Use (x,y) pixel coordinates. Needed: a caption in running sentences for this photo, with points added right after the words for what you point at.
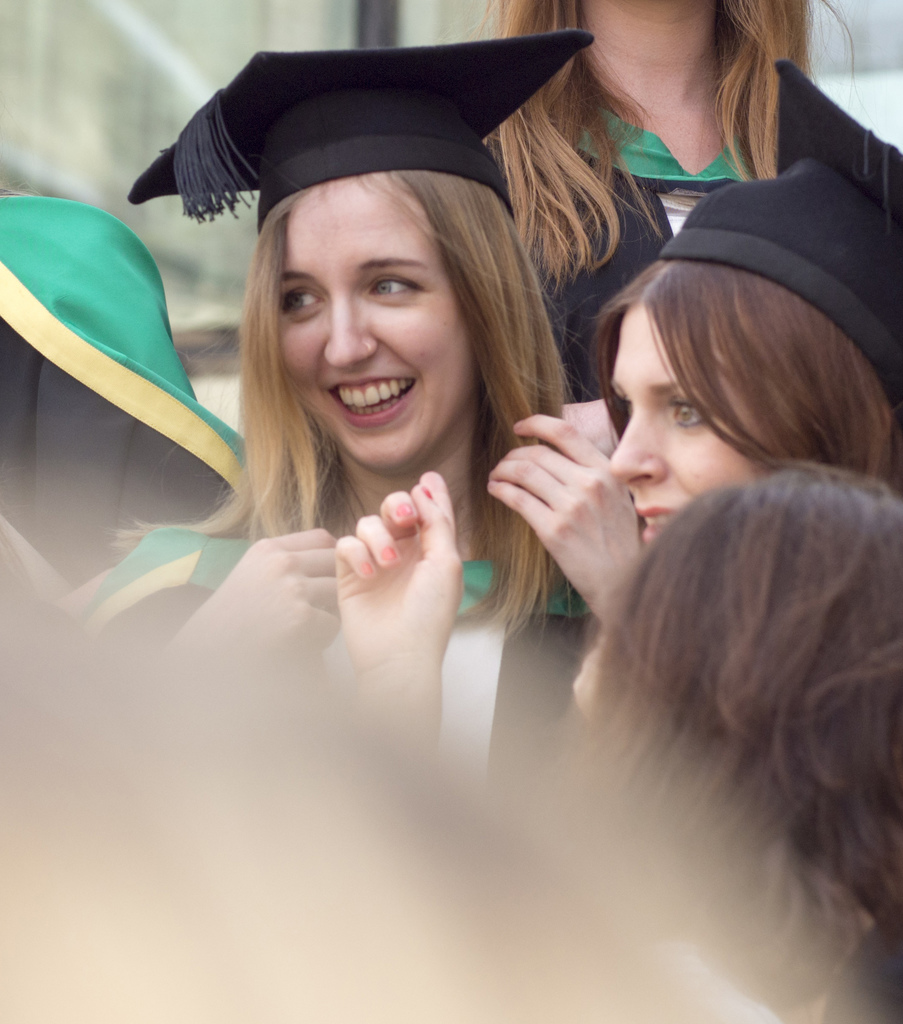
In this image we can see few people (564,596) and two of them are wearing hats (502,201) and a blurry background (880,76).
